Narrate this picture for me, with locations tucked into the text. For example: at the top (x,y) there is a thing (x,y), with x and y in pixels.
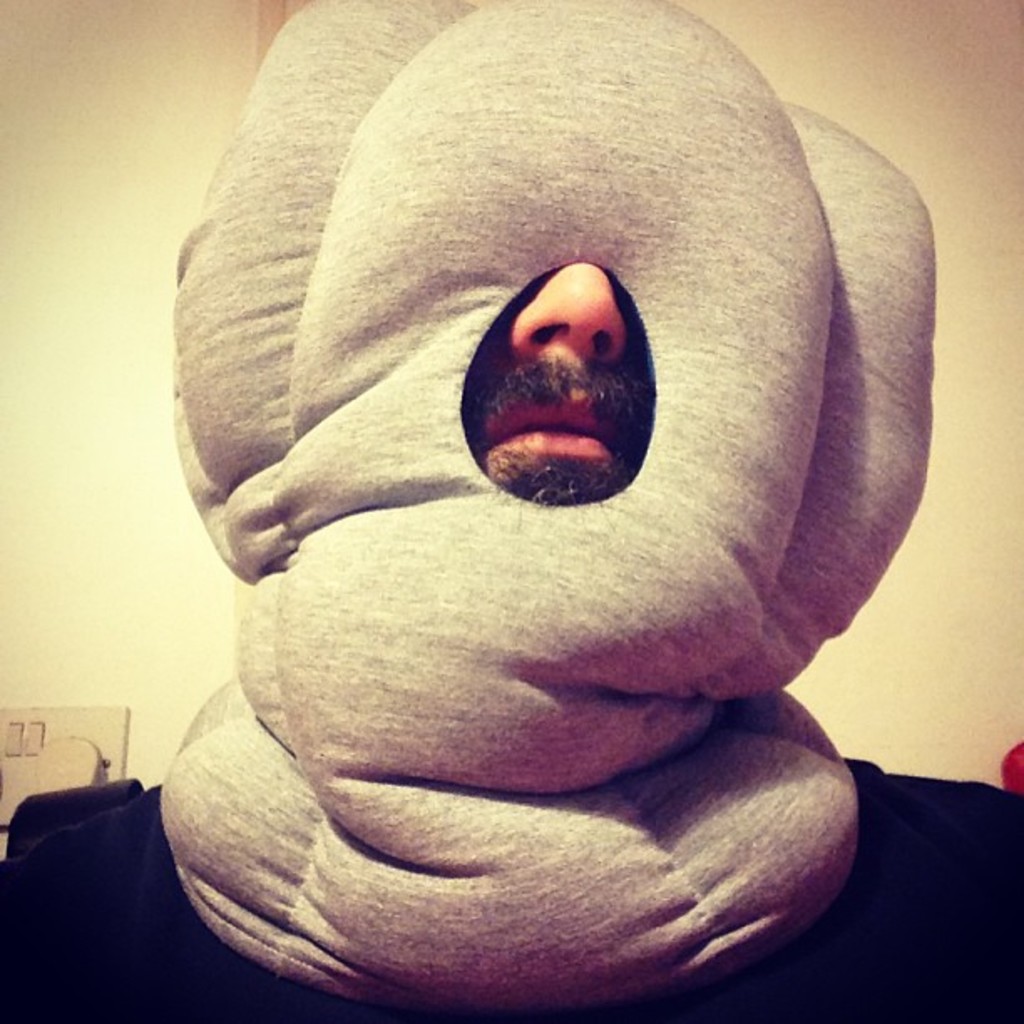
In this image I can see a person (249,947) wearing black colored dress (209,945) and grey colored face mask (504,836). In the background (991,733) I can see the wall (1014,642) and a switch board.
